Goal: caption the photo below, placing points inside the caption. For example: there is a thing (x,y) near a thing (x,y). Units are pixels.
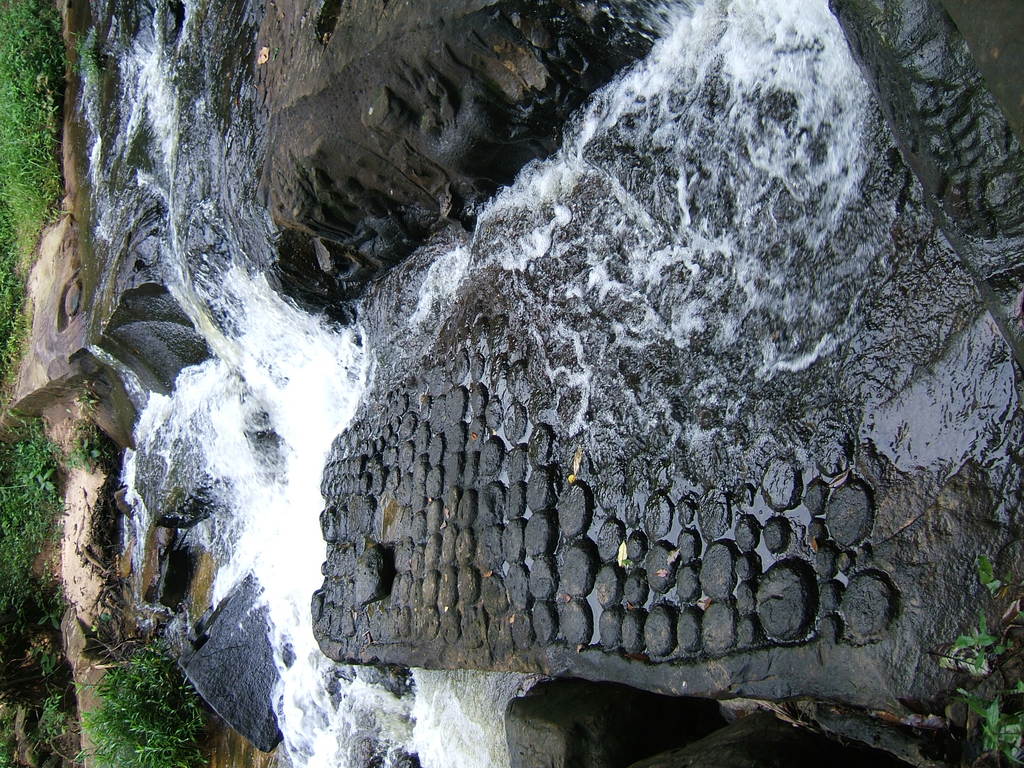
Here we can see a water flow (188,113). Left side of the image (15,35) there is a grass (43,166).
